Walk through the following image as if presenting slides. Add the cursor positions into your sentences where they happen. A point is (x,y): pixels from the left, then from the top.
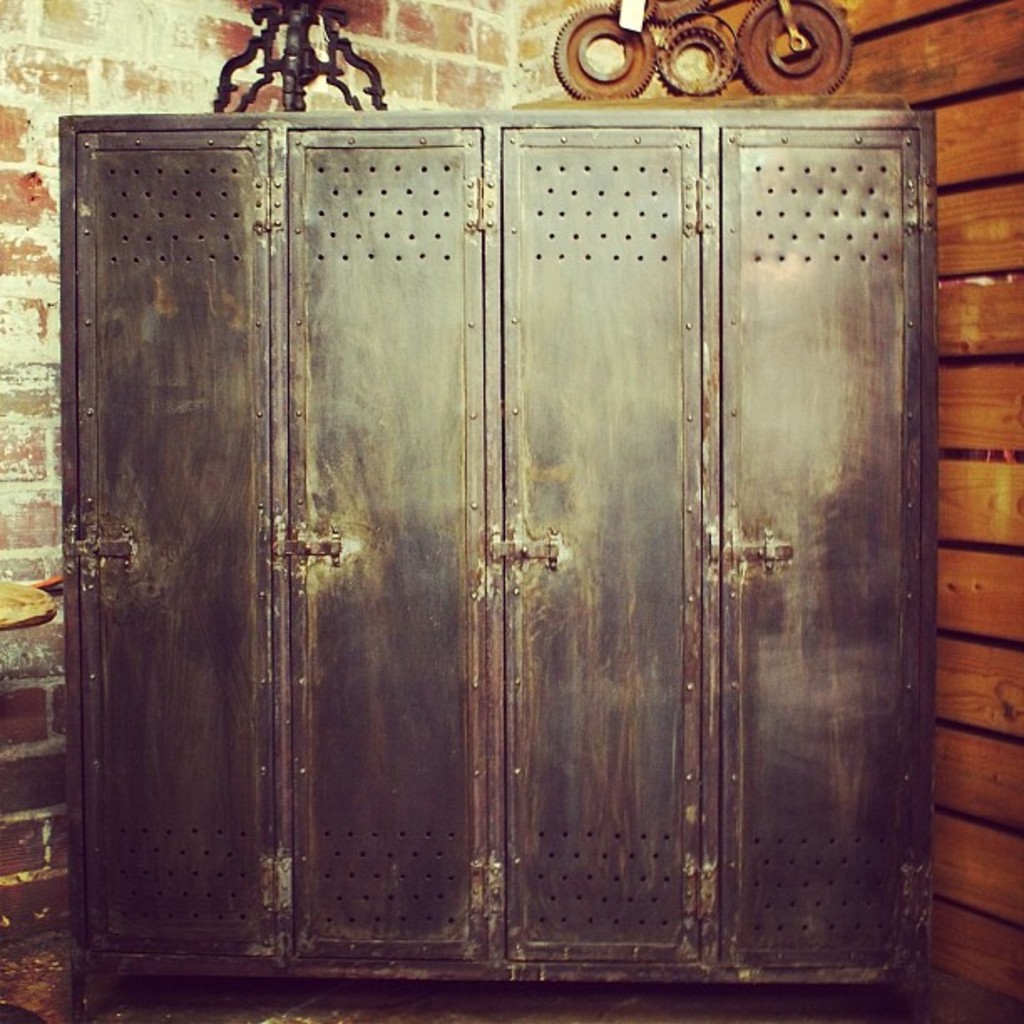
The image is looking like a cabinet (375,287). On the left (25,731) it is brick wall (27,783). On the right (970,365) we can see wooden object (970,417). At the top (746,43) there are some iron objects (593,84).
